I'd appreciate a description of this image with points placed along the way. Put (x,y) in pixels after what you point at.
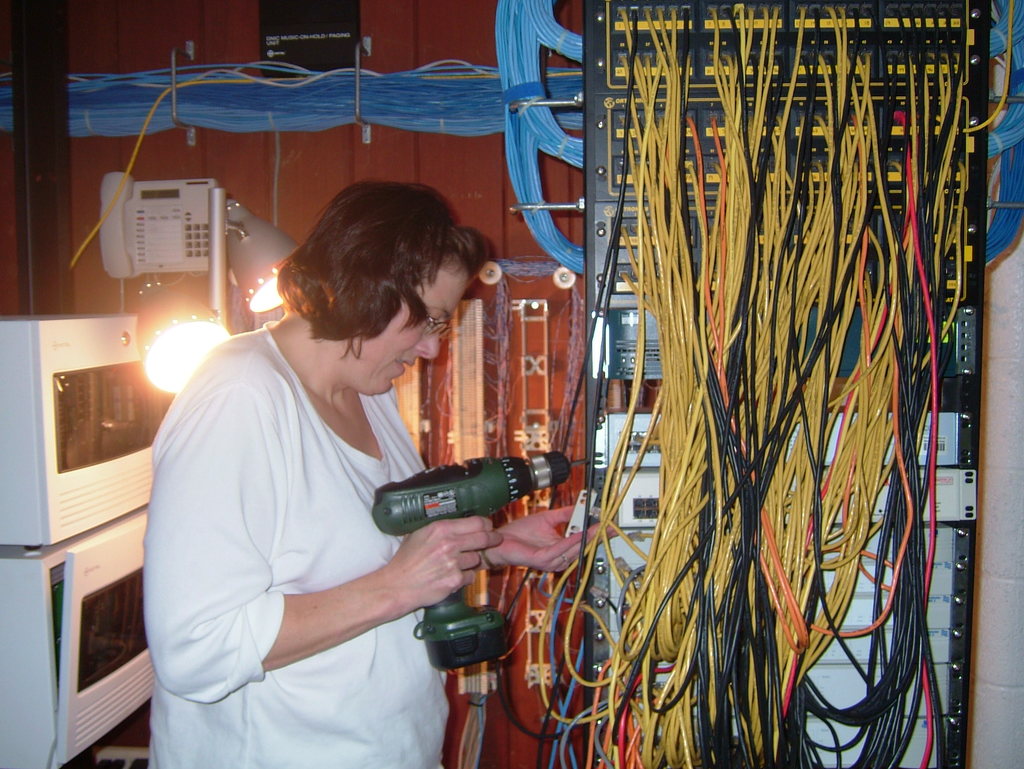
This picture shows a woman (159,485) standing and holding a drilling machine (495,499) and screwing the screw (600,458) and we see few electrical boxes (52,363) and few wires (858,440) and couple of lights (252,245) and a telephone (136,197) on the wall (213,173).
